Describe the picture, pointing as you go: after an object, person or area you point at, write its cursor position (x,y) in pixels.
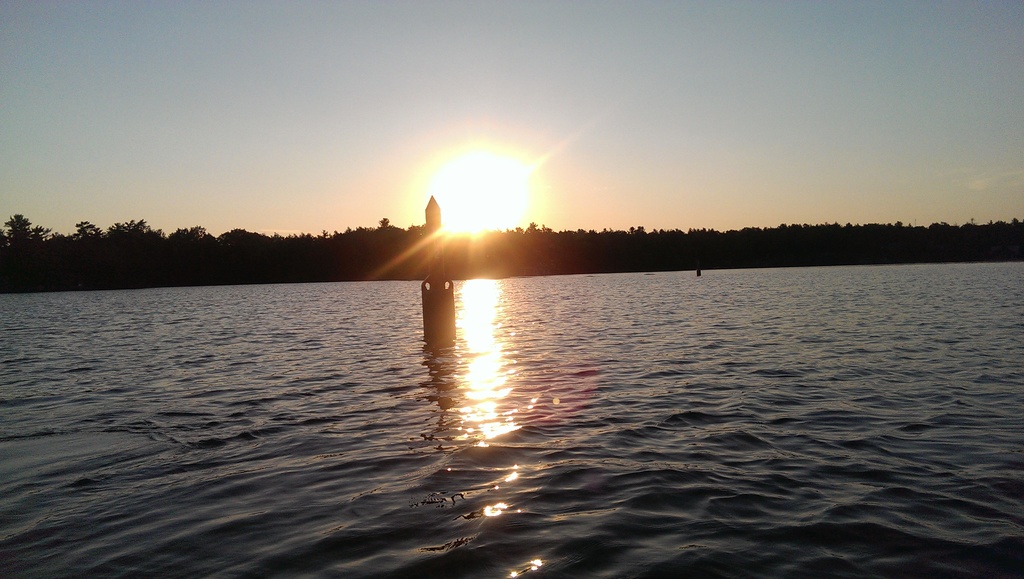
In the center of the image (449,302) we can see a pole (442,278). In the middle of the image (444,257) we can see some trees (536,253), sun (503,222) are present. At the top of the image (722,98) sky (775,141) is there. At the bottom of the image (796,435) water (581,415) is present.
